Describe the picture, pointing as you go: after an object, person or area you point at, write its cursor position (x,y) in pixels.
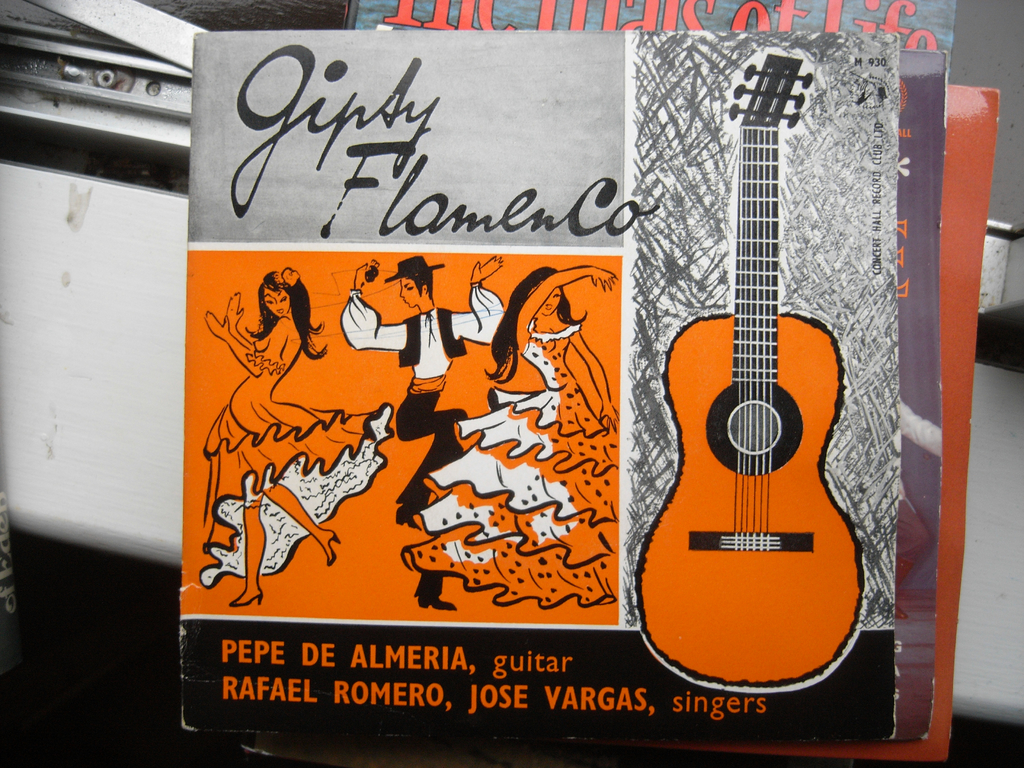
In this image we can see record covers (667,173) with some text (439,232) and images (590,380) on them.
